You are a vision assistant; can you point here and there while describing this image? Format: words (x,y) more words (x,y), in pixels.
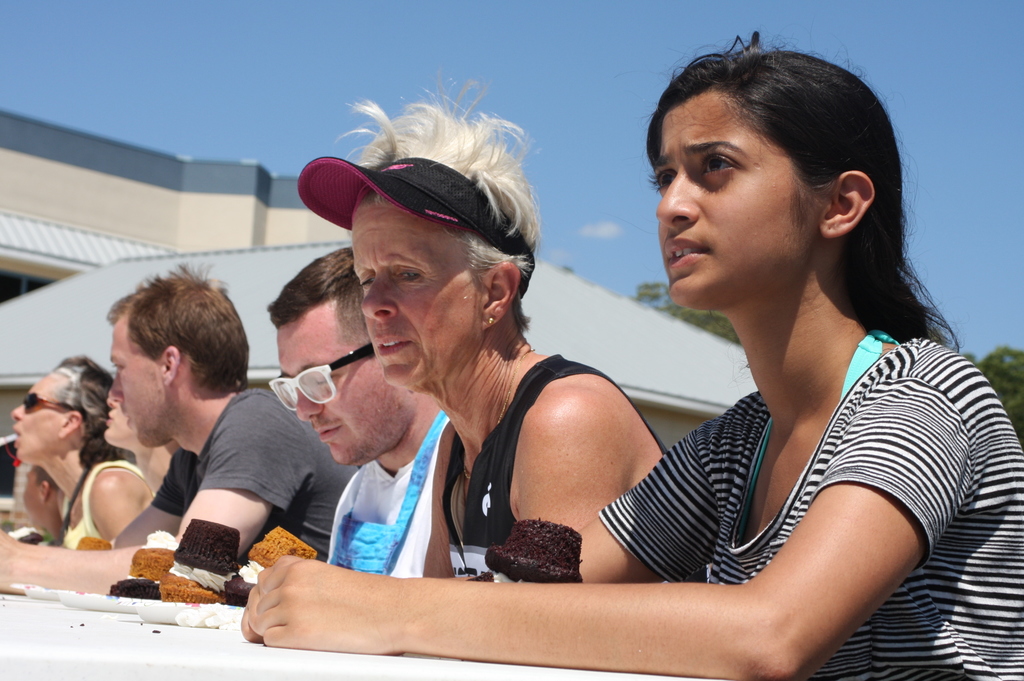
In this picture we can see a group of people (369,487) and in the background (922,213) we can see buildings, trees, sky (968,279).
